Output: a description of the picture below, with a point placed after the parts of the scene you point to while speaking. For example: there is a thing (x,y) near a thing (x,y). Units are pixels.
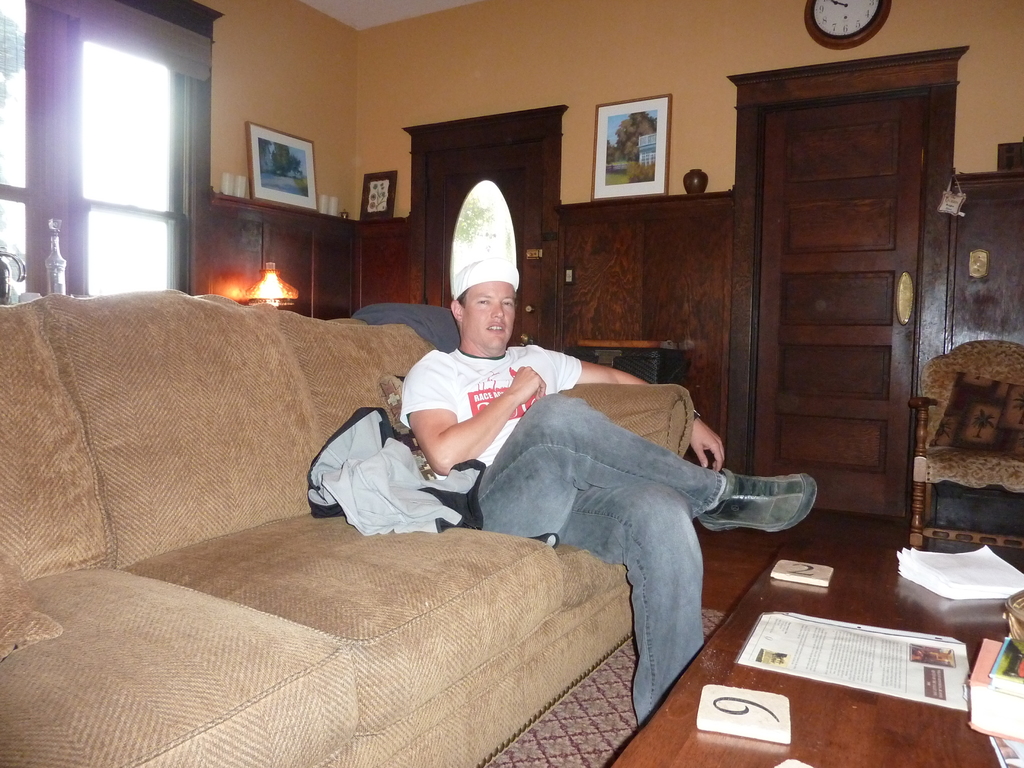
In the right middle (782,490), a person (701,590) is sitting on the sofa (373,369). In front of that a table (775,558) is there on which books (1020,724), paper (941,674) and so on kept. The background wall (620,54) is of light orange in color on which clock (832,45) is mounted and a wall painting (654,96) is there. And both sides door (461,158) are visible. And on the left (198,109), window (161,137) is visible. Next to that a lamp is there. This image is taken inside a house (228,277).
